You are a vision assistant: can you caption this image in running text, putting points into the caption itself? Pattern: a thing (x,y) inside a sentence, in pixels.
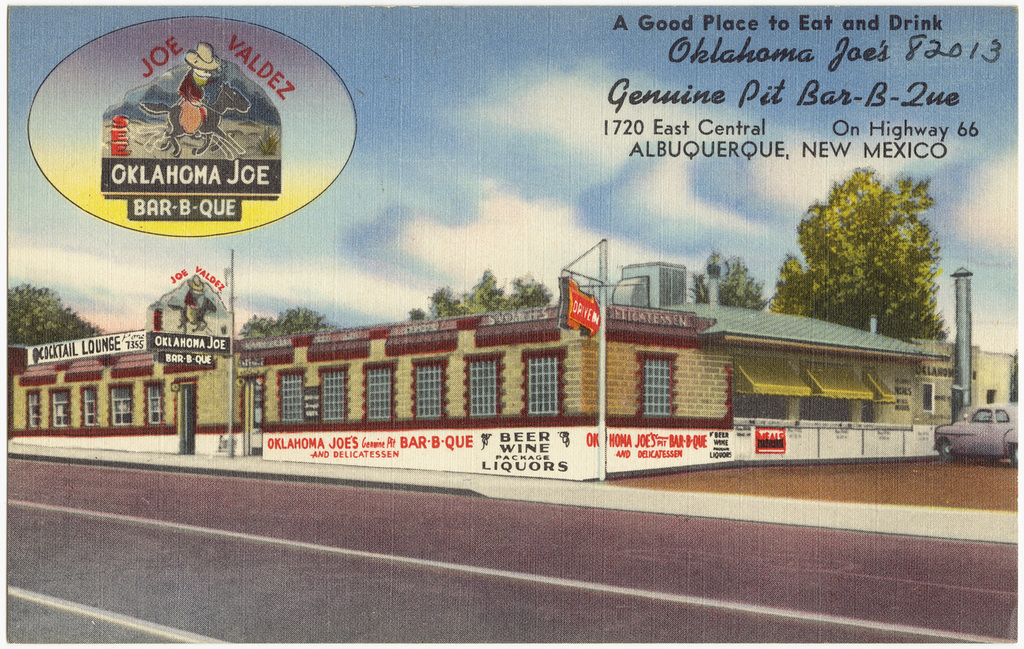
This is a poster (1008,307) and in this poster (250,577) we can see buildings (302,376) with windows (117,416), banners (357,429), car (989,431), road (586,548), trees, sky (418,229) with clouds (497,263) and some text (854,52).
